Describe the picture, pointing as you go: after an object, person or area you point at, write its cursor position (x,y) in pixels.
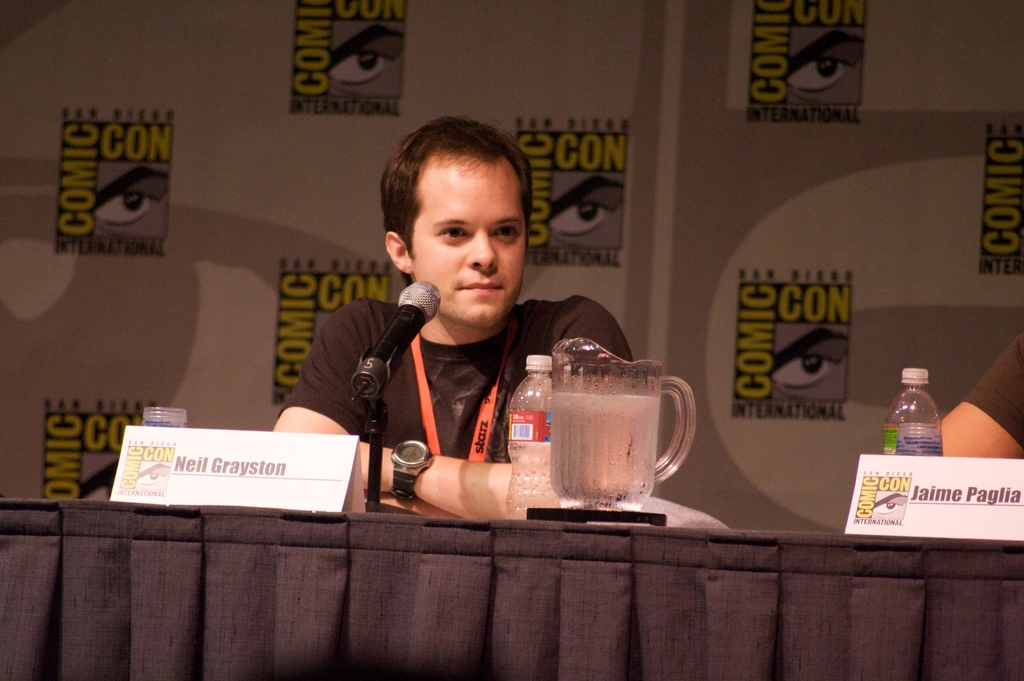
The picture consists of one man (461,471) in the centre (470,421) wearing a brown t-shirt (449,421) and id card (478,424) and in front of him one table (288,540) where water bottle (537,492), glass jar (570,500), name board (354,489) and microphone (388,364) are present and behind him there is a poster (287,371) on which comic con symbols (784,349) are present and at the right corner (973,429) another person (1000,428) is present.
